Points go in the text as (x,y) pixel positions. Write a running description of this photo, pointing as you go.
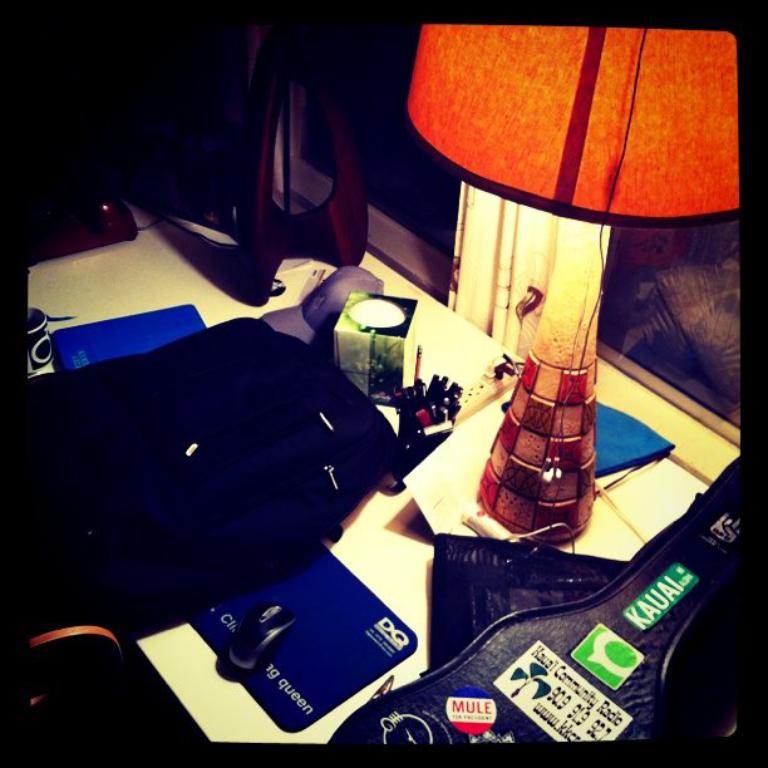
In this image we can see there is a table (609,551) with lamp (527,524) on it, beside that there are so many other things (234,416) on the table (609,538).
